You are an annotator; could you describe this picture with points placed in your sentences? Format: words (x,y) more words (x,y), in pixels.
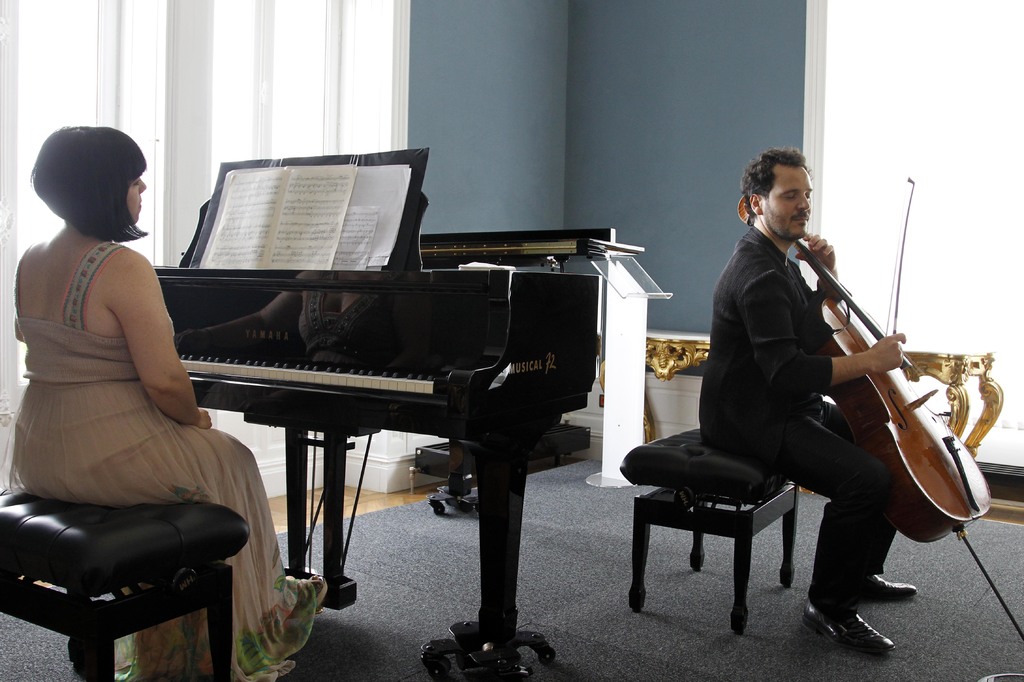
It is a inside view. On right side (773,381), a human (774,381) is sat on the stool (704,470). He is playing cello (887,398). On left side (144,452), woman (185,451) is sat on the stool (88,547). In- front of her, we can see piano (342,375) and book (296,218) here. There is a white color wall (196,114) here. Here there is a blue color one (509,143).
